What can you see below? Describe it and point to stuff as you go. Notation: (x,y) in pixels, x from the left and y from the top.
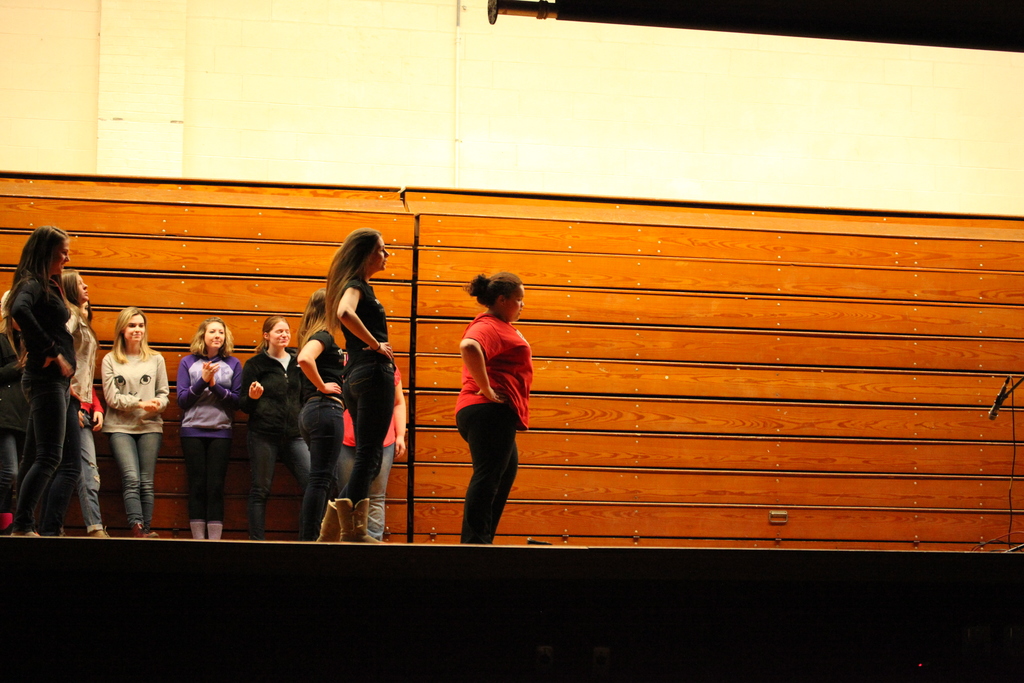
In this picture, we see women (204,397) are standing. The woman (493,428) in red T-shirt (504,368) and the woman (351,369) in black T-shirt (366,288) are ramp walking. Behind them, we see a wall (341,123) in white and brown color. On the right corner of the picture (995,403), we see a microphone (991,411). At the bottom of the picture (508,620), it is black in color.
